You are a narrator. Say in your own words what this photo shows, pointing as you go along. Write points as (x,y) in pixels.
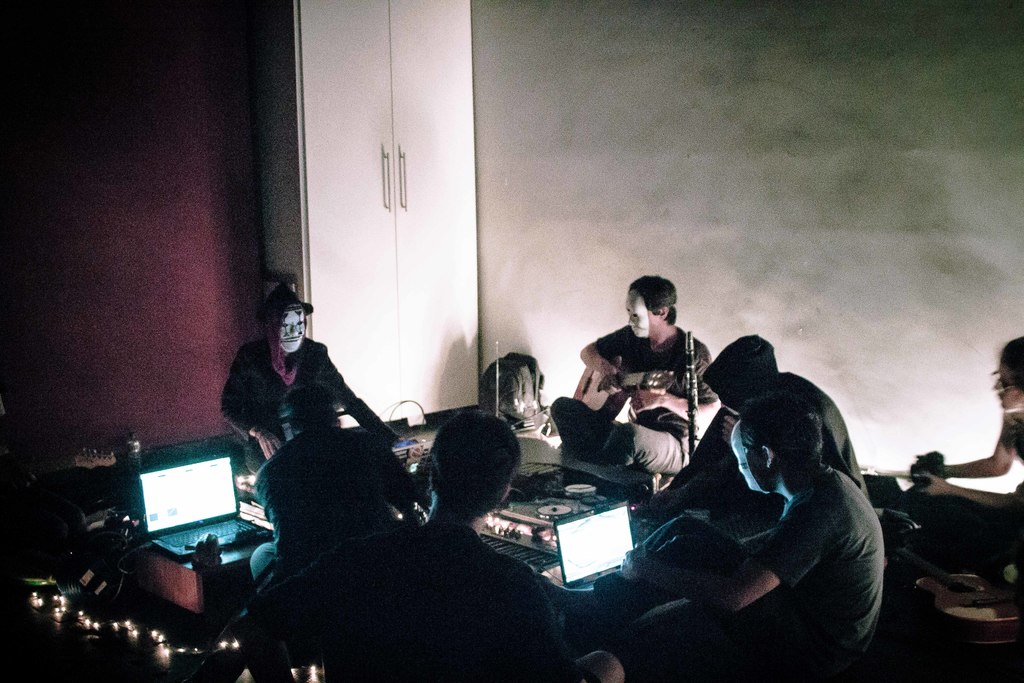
Here we can see a group of people (287,305) sitting on the floor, and in front (602,557) here is the laptop (180,486) and many other objects (540,532), and here is the wall (146,249).
